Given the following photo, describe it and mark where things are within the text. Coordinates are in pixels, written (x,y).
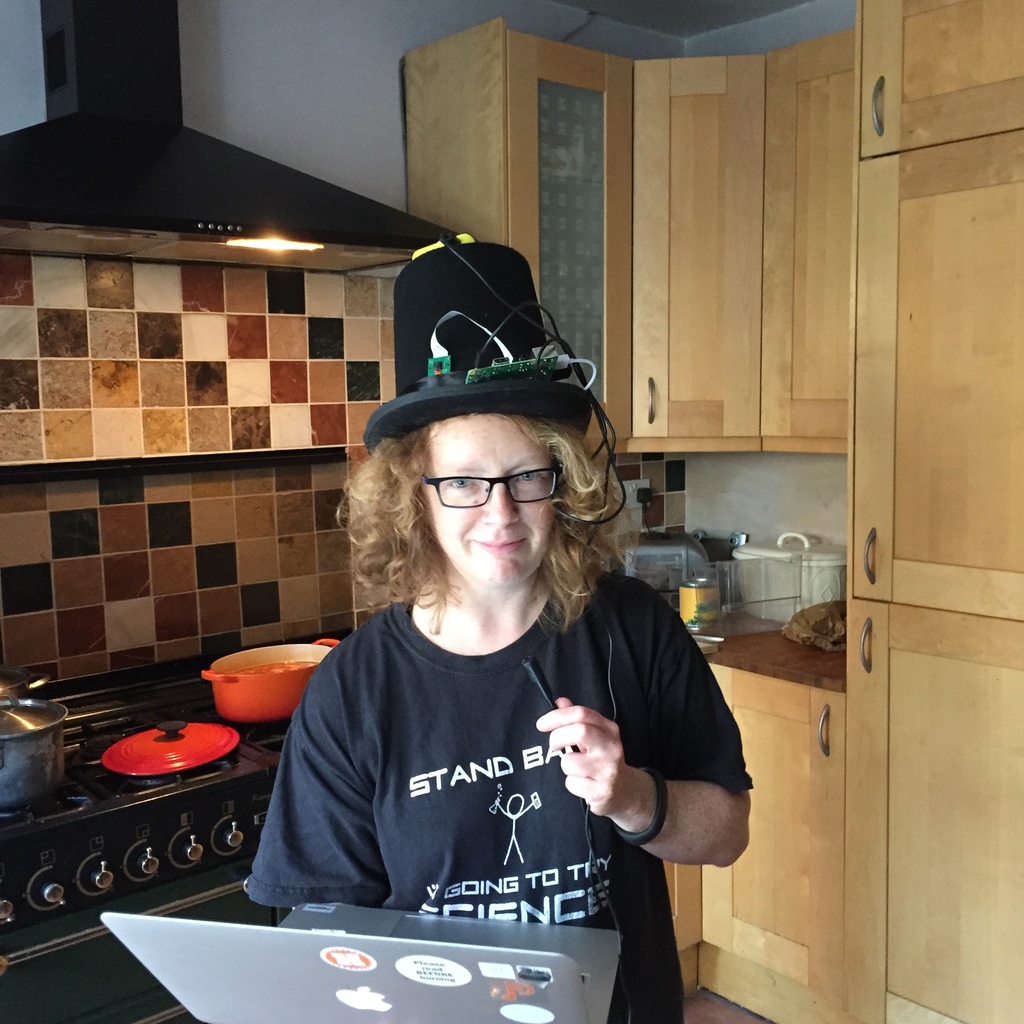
In the center of the image (453,649) we can see a person (391,850) standing with laptop (343,962). In the background (121,242) there is a chimney (131,236), tiles (129,354), stove (79,693), vessels (25,744) and some objects (710,563), cupboard (862,542) and wall (304,138).
